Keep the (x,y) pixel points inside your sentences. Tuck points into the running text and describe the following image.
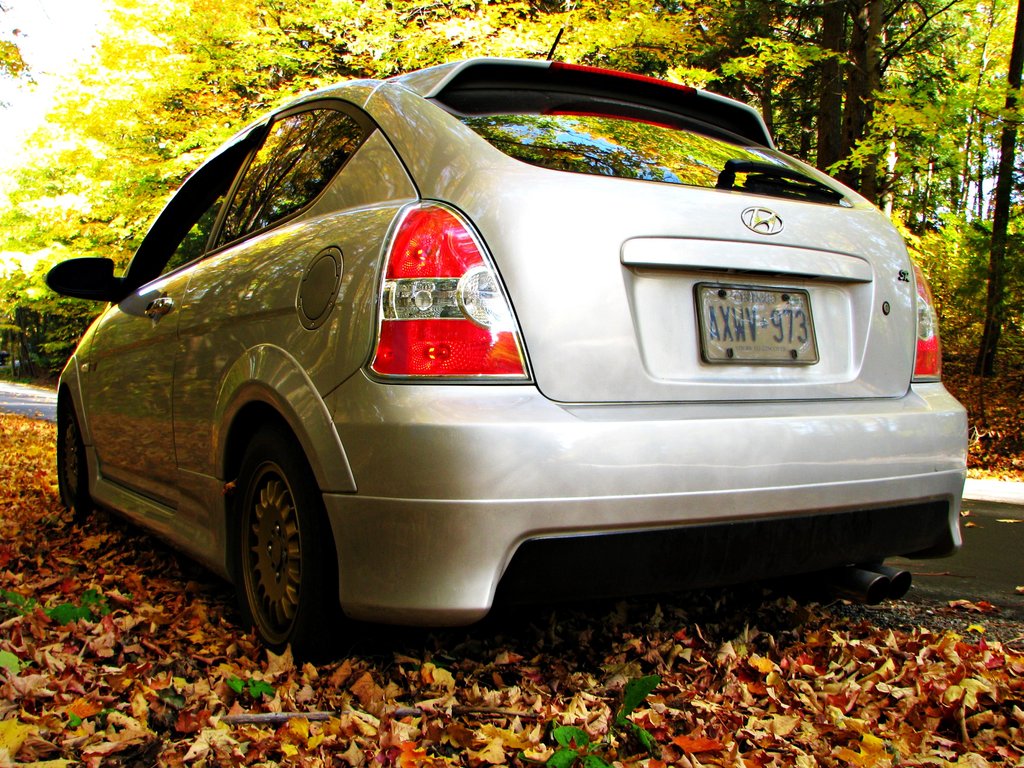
In this image in the center (521,269) there is one car (424,275), and in the background (779,64) there are some trees (951,298). At the bottom (585,698) there are some leaves (911,648) and walkway (979,526).
